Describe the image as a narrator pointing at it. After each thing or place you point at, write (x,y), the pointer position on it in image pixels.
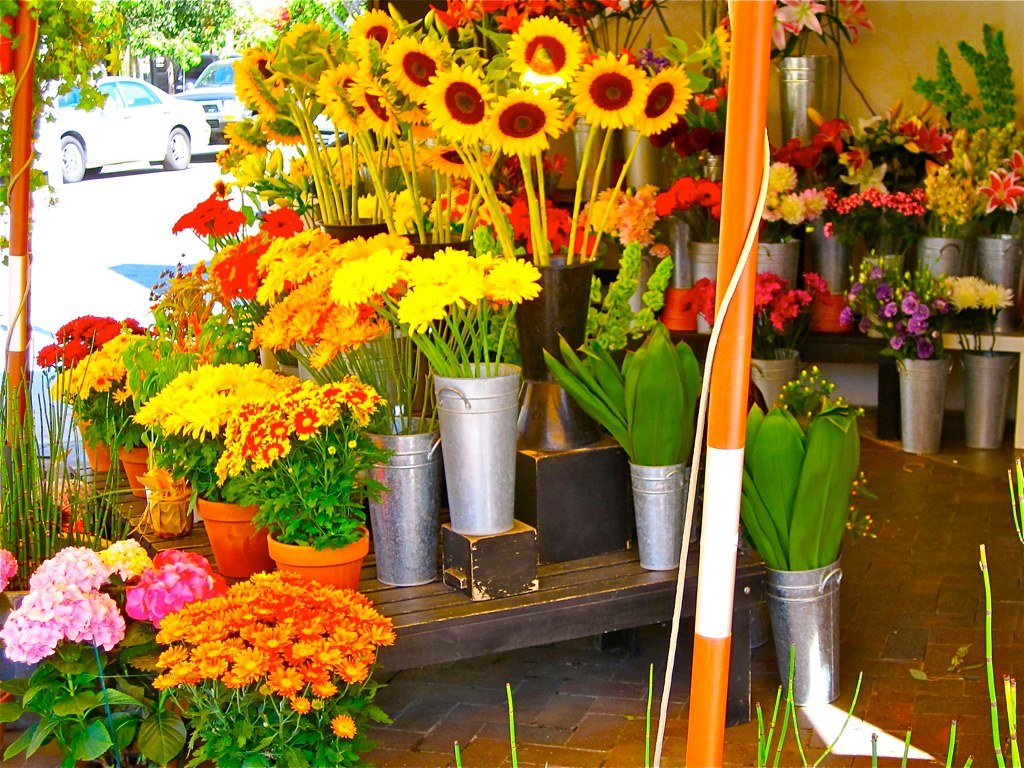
In this image I can see the flower pots (456,421). In the background (173,127), I can see the vehicles (146,148) on the road (104,257).
